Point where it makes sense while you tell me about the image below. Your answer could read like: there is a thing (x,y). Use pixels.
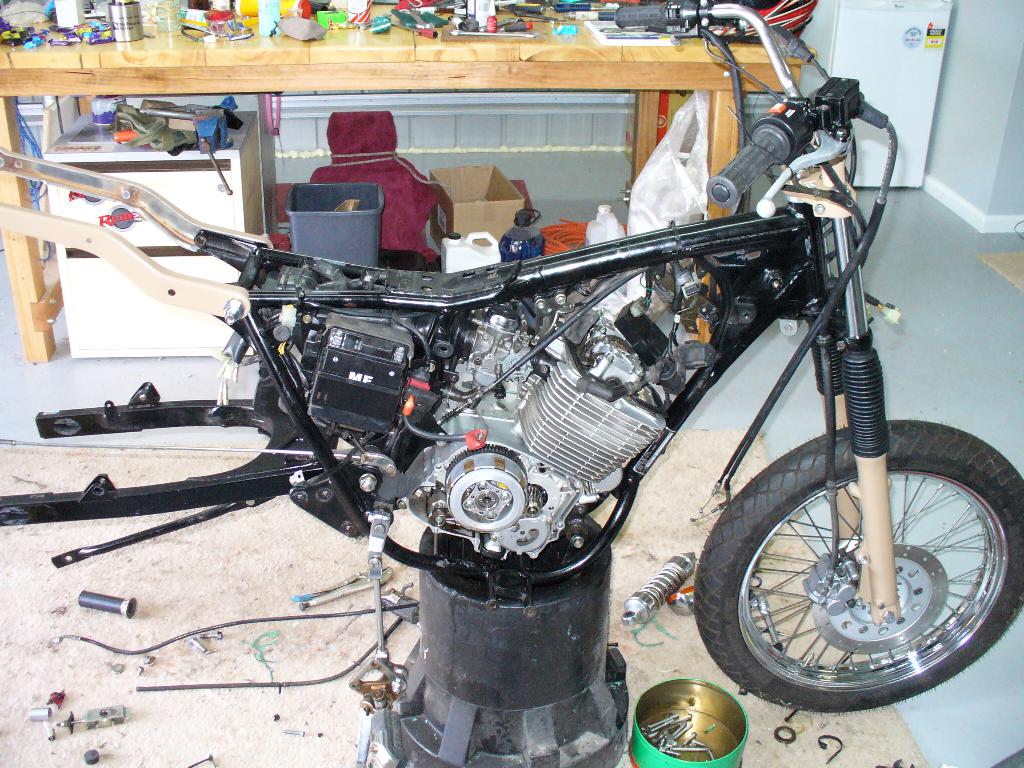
In this image in the center (378,351) there is bike (438,392) which is under the repair. In the background (392,71) there is a table (404,53), on the table (404,67) there are objects (317,26), under the table (428,61) there is a dustbin (365,219) and there is an object (383,172) which is red in colour. On the floor (234,598) there are screws (201,646) and there are tools (365,582). On the right side (909,83) in the background (910,52) there is an object (890,50) which is white in colour.
